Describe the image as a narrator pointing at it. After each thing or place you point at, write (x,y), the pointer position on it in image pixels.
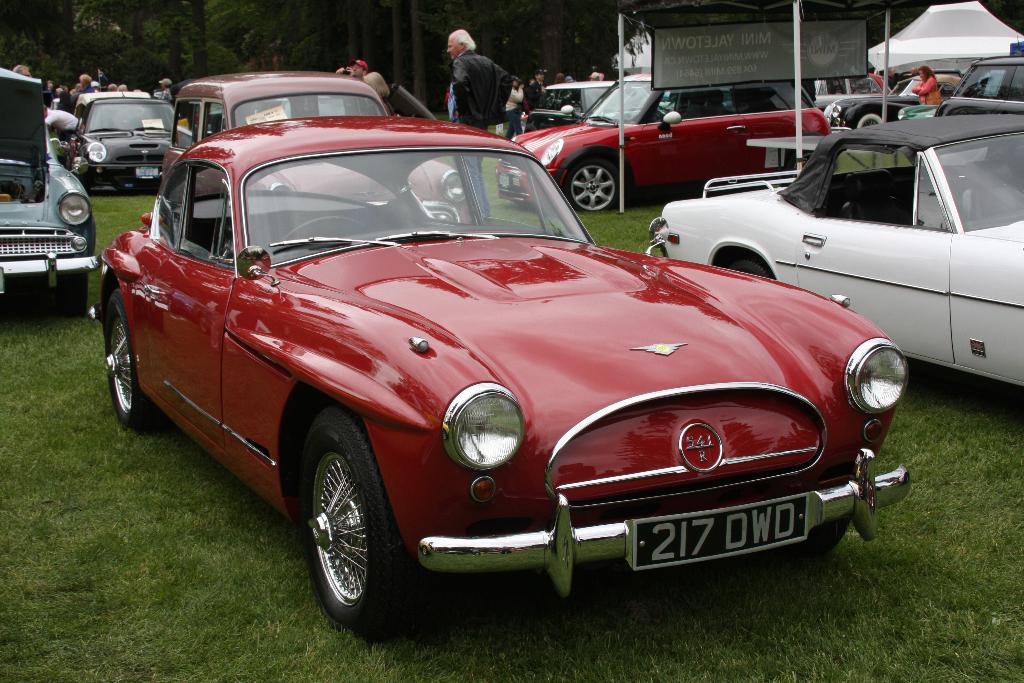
In this image in front (966,270) there are cars (414,453). At the bottom of the image (169,591) there is grass (144,600) on the surface (123,589). In the background of the image (463,75) there are people (482,82). There are trees (248,27). On the right side of the image (930,42) there are tents (895,56). There is a banner (852,31).
